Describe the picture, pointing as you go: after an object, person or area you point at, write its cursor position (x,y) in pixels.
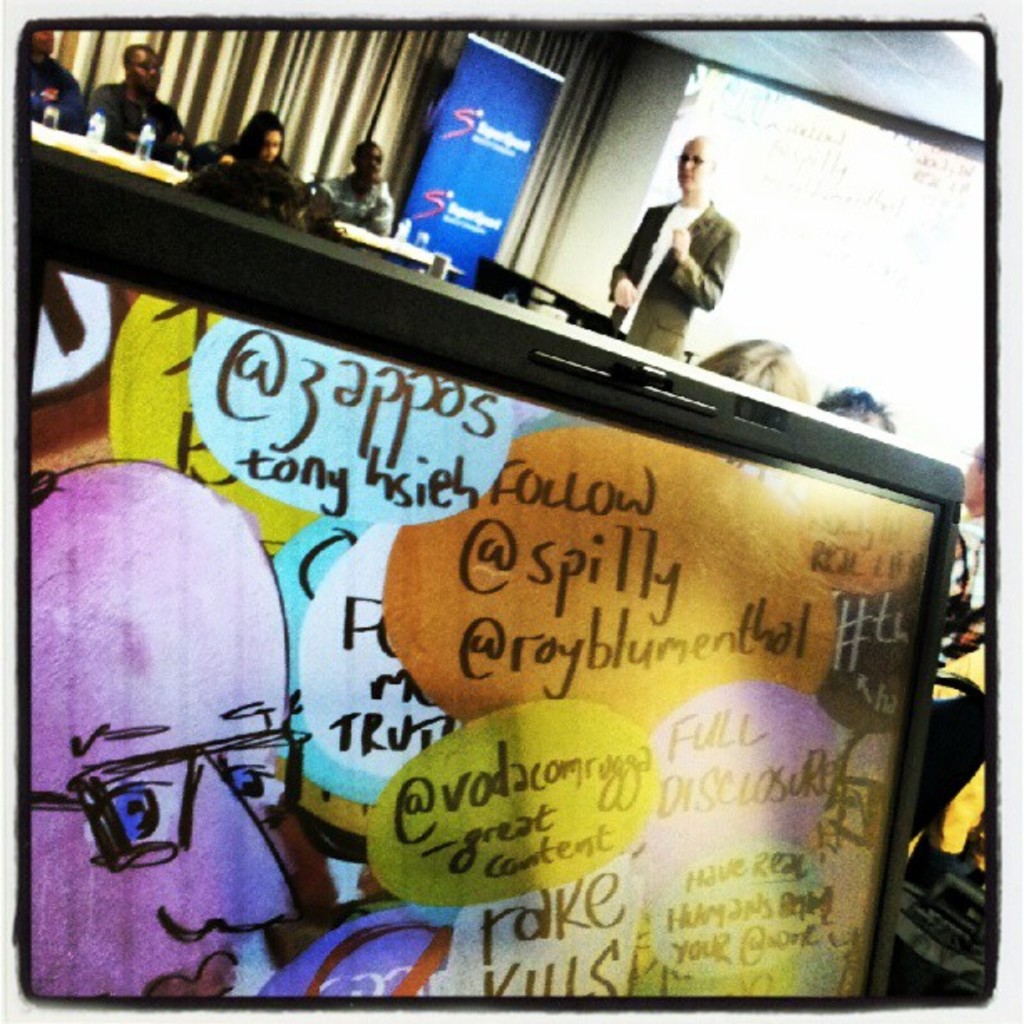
In this image I can see a screen (497,610) and in the background (141,74) I can see few persons (70,77) sitting in front of the desk (151,163) and on the desk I can see few bottles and few other objects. I can see a person (634,310) standing, a blue colored banner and the projection (794,184) on the wall (626,173).
